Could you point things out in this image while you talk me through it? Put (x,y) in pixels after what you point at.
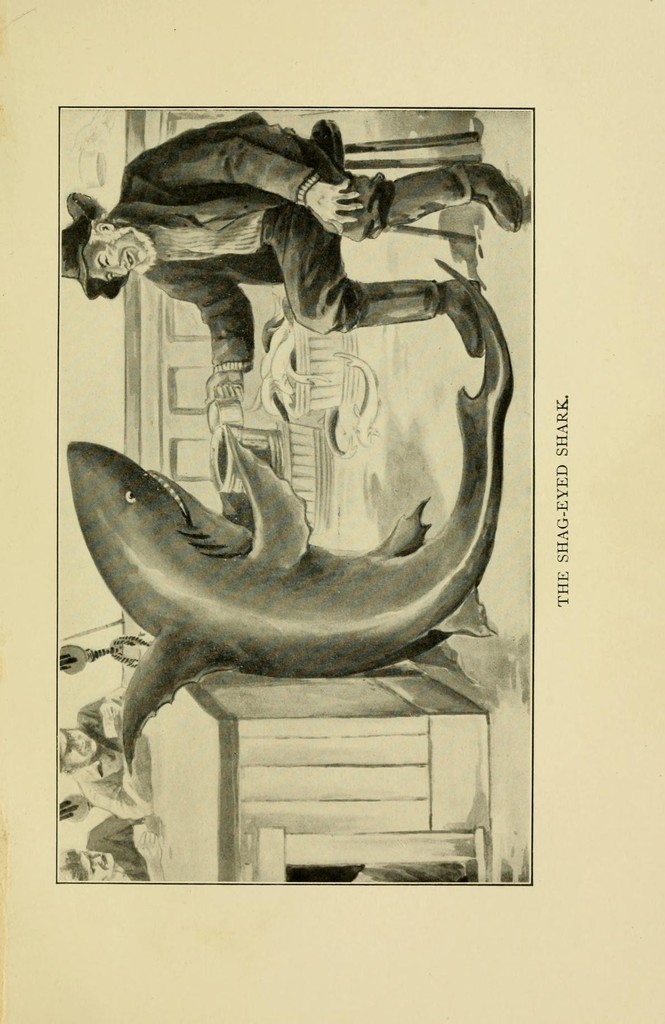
In the image we can see a paper (200,671), in it there is a picture of a person (259,163) standing and the person (271,232) is wearing clothes (248,298), shoes (463,330) and a hat (85,243). There is even a fish (137,537). This is a footpath (407,444) and there are other people (94,750) around, this is a text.
